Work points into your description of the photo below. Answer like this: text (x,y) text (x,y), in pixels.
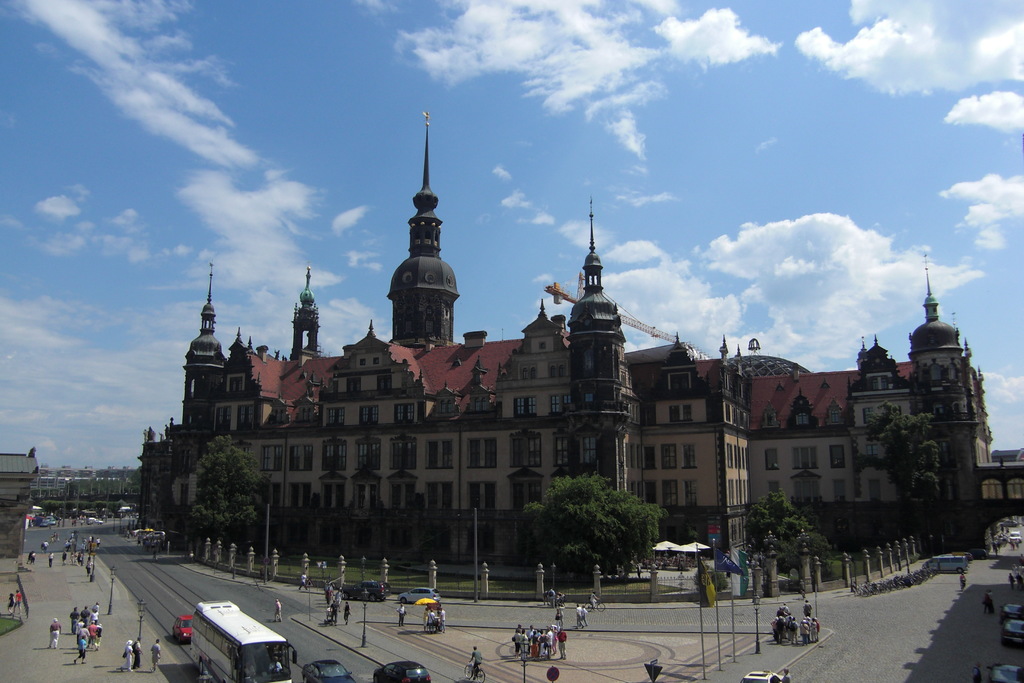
Sky (522,141) is cloudy. Here we can see buildings (729,507). To these buildings (722,492) there are windows (493,482). In-front of these buildings (468,442) there are trees (795,523), people (90,637), flags (706,586) and vehicles (217,614).
